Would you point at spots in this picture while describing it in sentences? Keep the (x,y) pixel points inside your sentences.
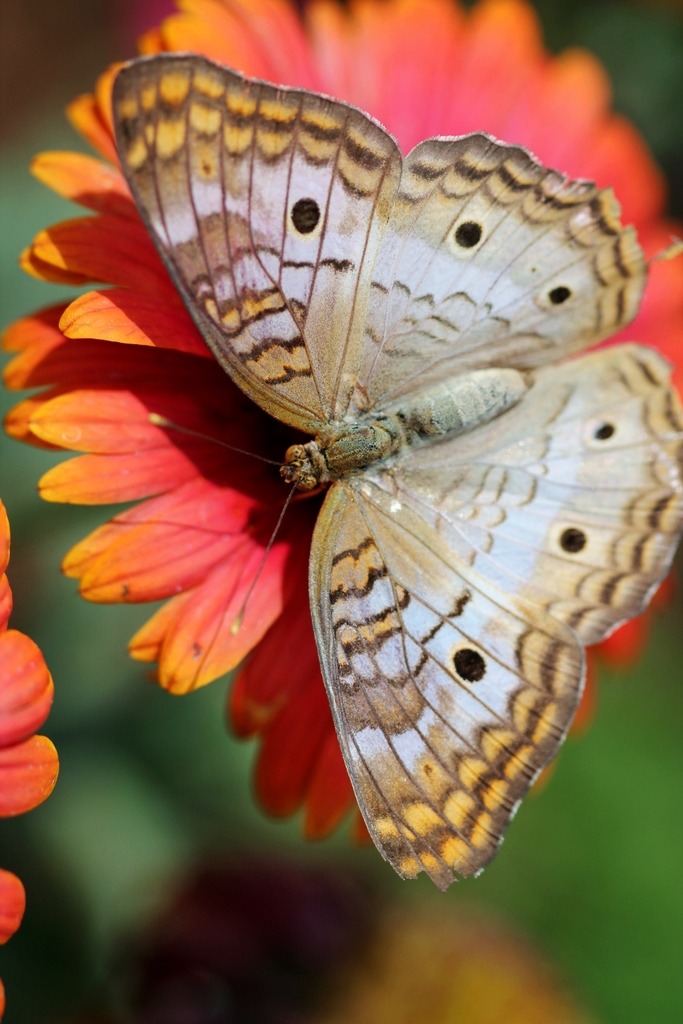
In this image we can see a butterfly (364,389) on a flower (524,31) with blurry background (672,660).
